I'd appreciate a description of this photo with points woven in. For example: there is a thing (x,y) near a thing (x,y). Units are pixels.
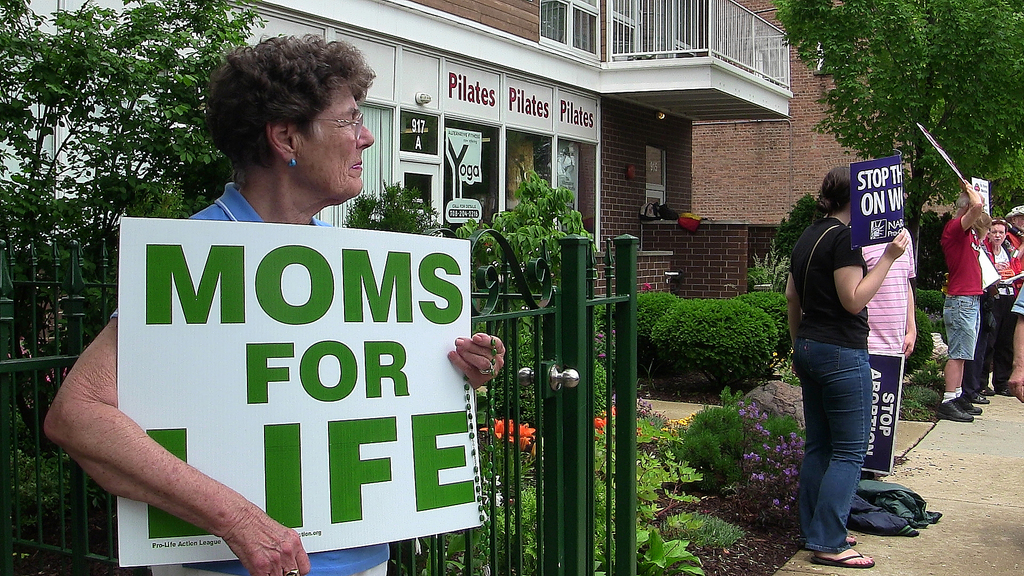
In this picture we can see people (953,222) holding placards (981,269) and standing on the footpath (940,483). On the left (49,76) there are plants (61,169), flowers (494,434) and railing (620,371). In the center of the picture (637,312) there are plants (679,356), flowers (651,406) and buildings (641,67). On the right (938,47) there are trees (938,76) and brick wall (784,153).
